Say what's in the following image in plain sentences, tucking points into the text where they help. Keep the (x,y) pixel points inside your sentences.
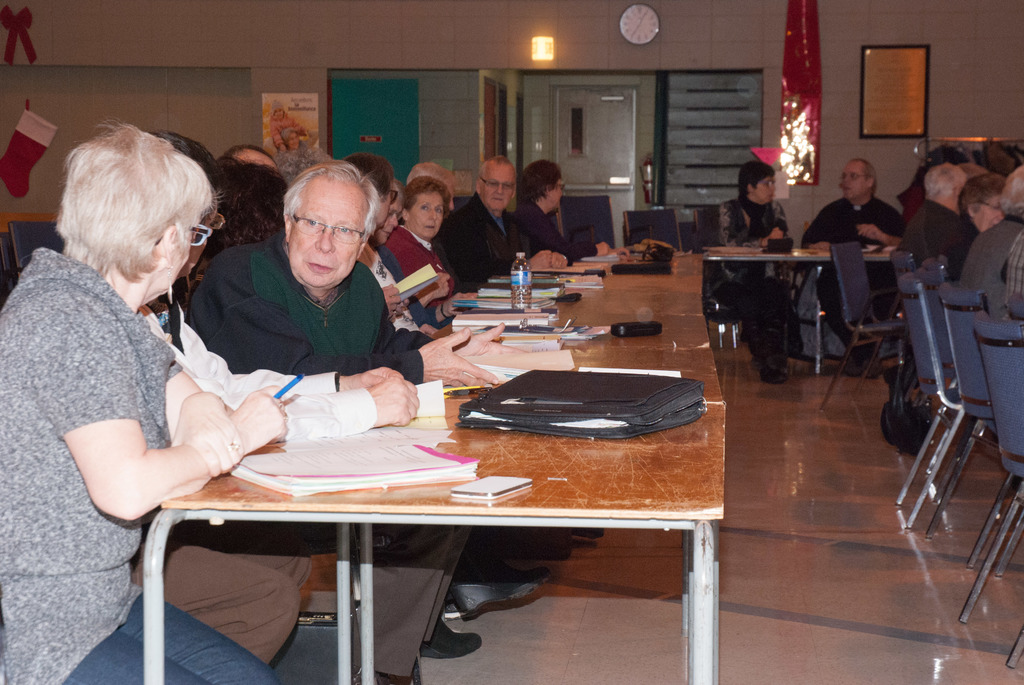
In the picture we can see some people (79,283) on the chairs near the table (496,459), on the table (513,461) we can see books (398,444), in the background (76,90) we can see light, wall (61,101), clock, and door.
